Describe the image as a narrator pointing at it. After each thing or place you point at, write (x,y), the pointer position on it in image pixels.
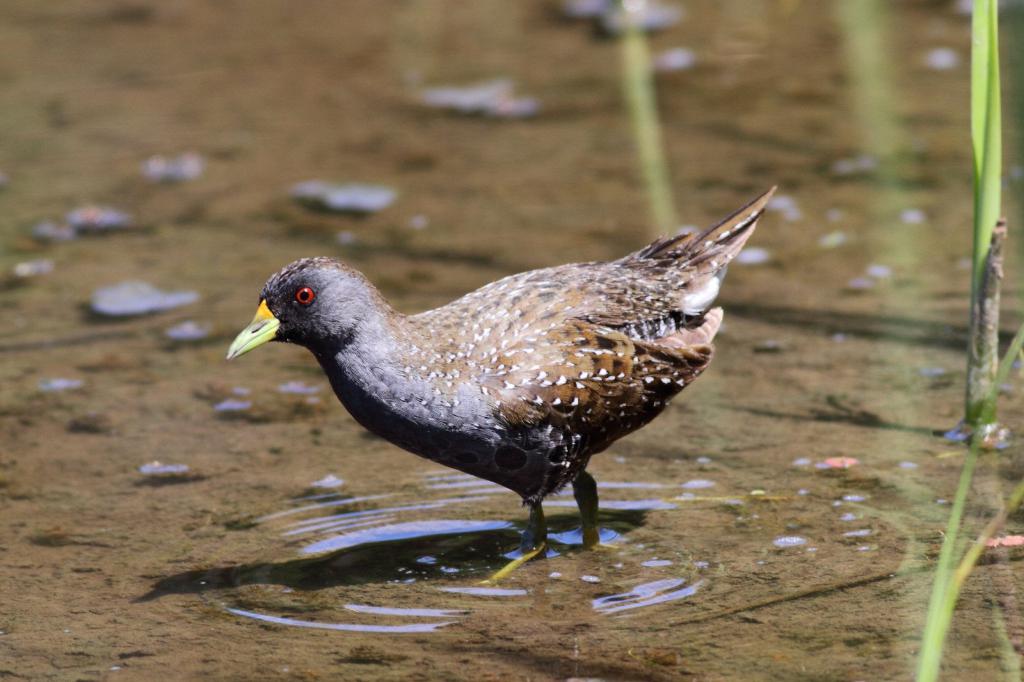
In this image I can see a bird (535,384). On the right side (955,522), I can see the plants (983,311). In the background (349,218), I can see the water (570,595).
